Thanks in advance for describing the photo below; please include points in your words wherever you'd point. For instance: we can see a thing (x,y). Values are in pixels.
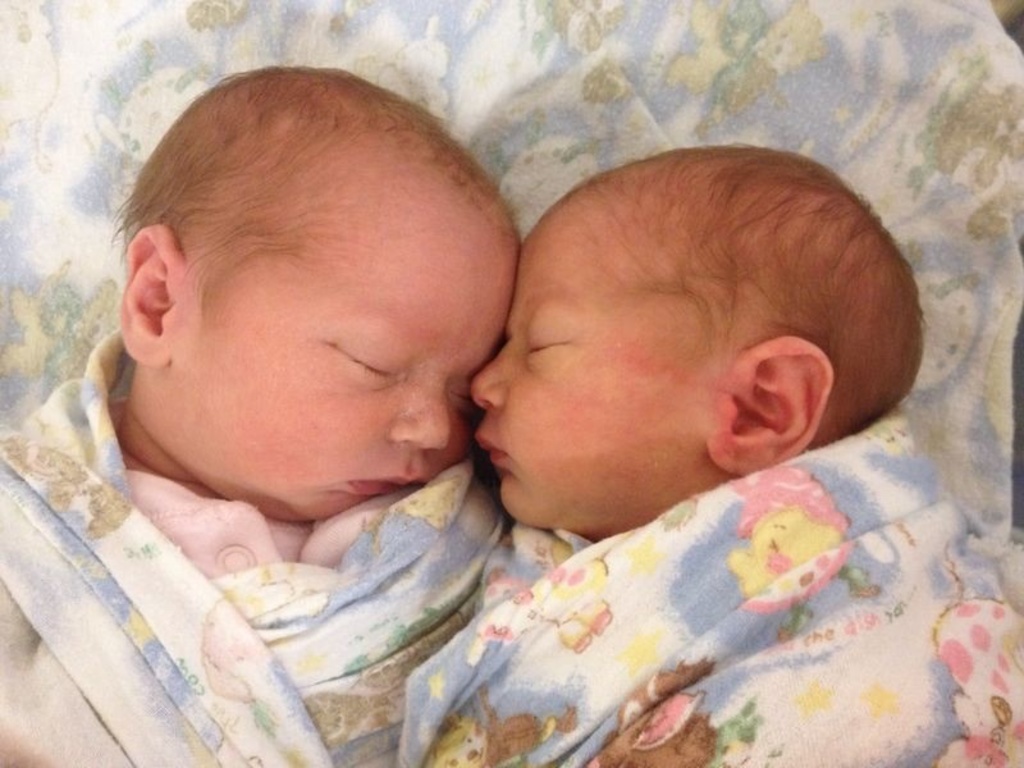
In this image we can see two kids (366,390) sleeping on a blanket (464,142).
